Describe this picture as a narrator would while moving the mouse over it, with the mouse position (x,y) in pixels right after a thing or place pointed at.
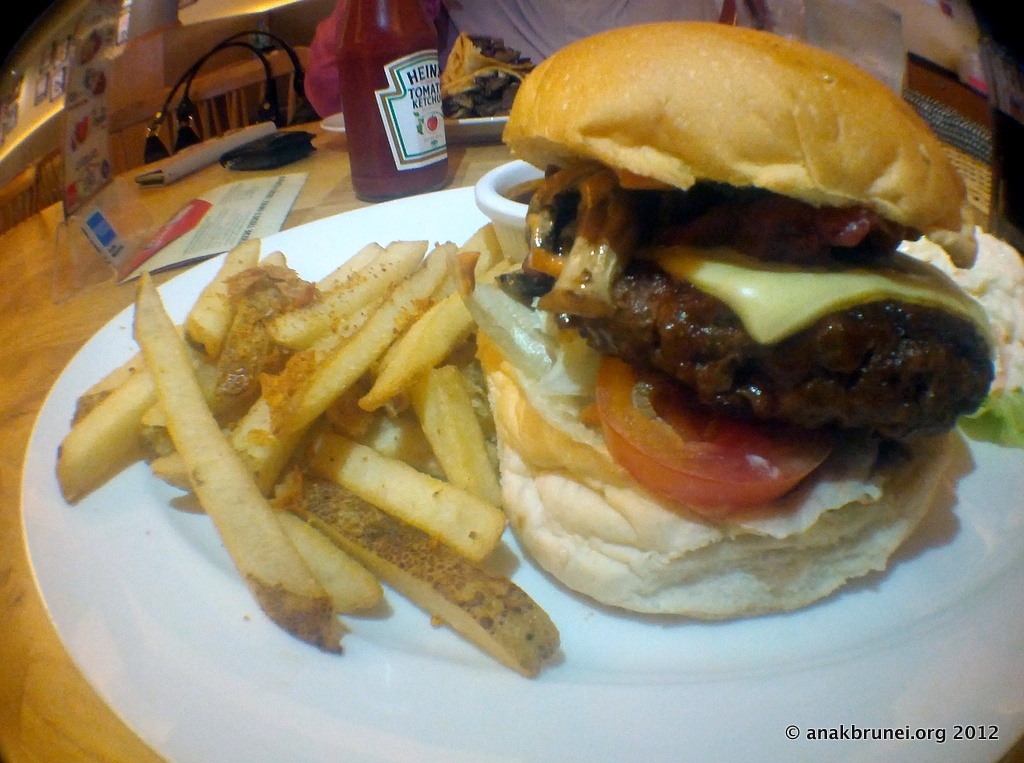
In this image, we can see a plate (611,649) contains french fries (404,496) and burger (587,328). There is a bottle (419,119) on the table (347,153).
